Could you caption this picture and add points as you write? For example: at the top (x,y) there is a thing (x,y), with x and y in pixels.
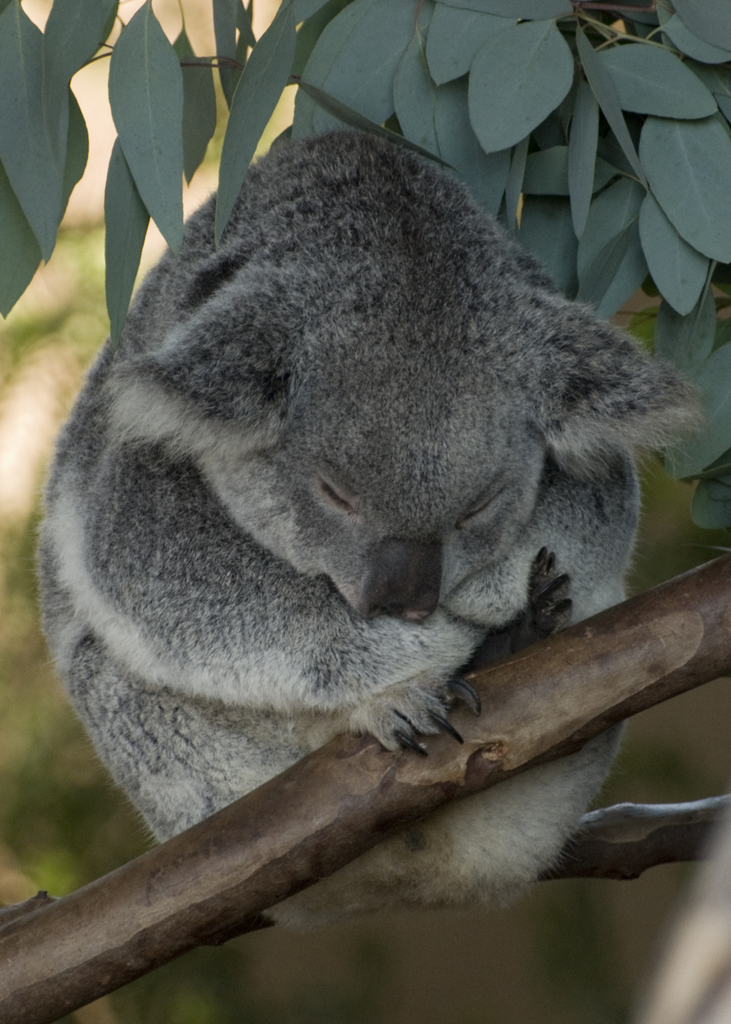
Here we can see an animal (444,469) on the branch (457,770) and there are leaves (698,232).
